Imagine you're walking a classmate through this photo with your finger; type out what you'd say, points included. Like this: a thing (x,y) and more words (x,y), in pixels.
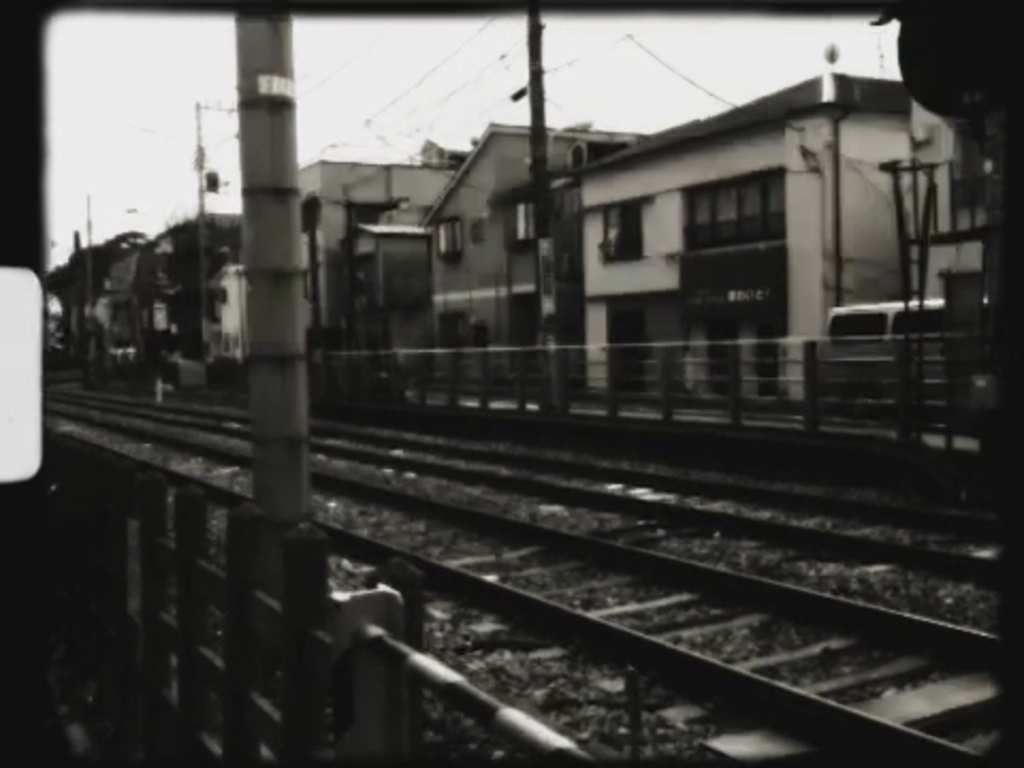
In this picture we can see railway tracks (594,614), beside these railway tracks (574,565) we can see fences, buildings (744,279), vehicle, poles (270,448), sky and some objects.
